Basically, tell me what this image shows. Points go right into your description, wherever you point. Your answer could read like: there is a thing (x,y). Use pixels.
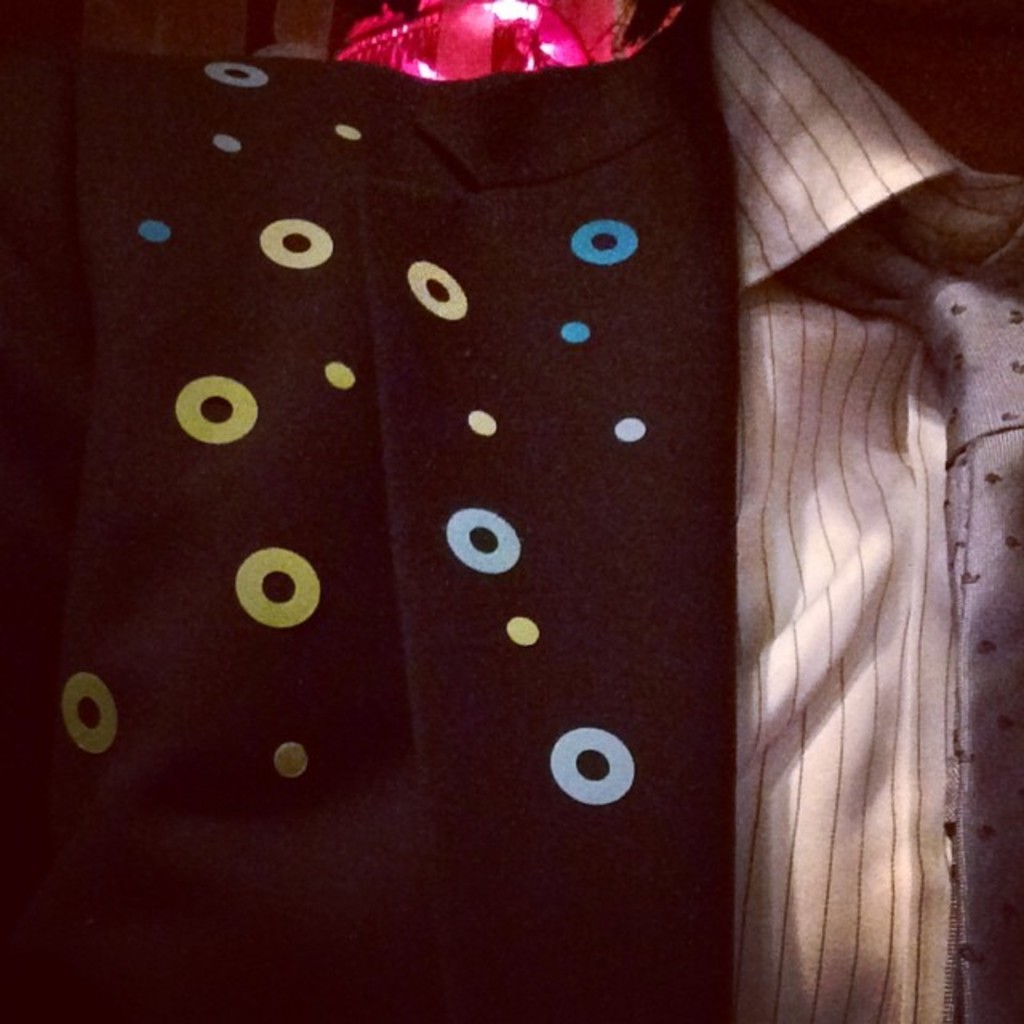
In this picture we can see the clothes (695,857) which are in different color.
